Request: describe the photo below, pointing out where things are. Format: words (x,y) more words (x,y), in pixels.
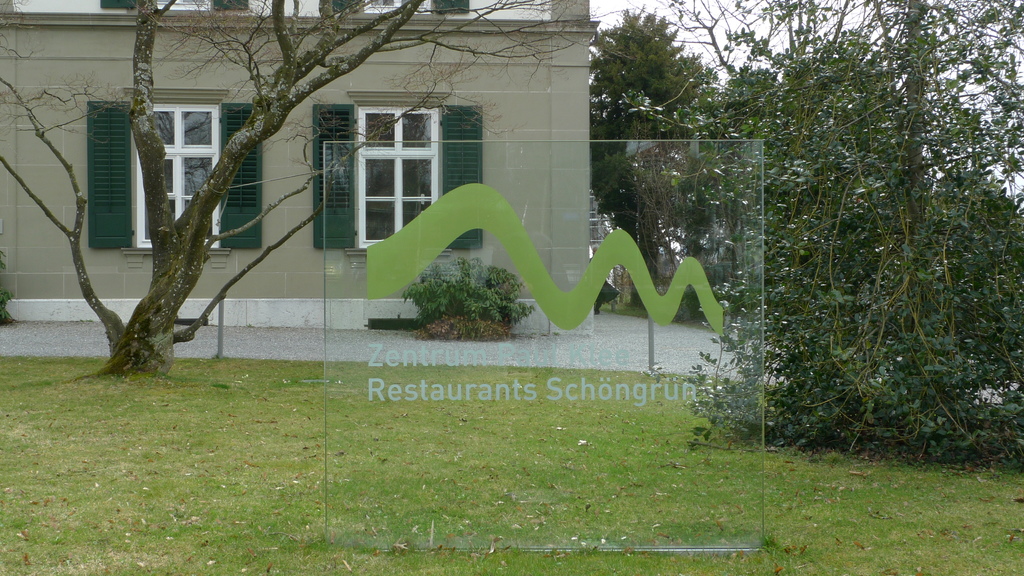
In this image there is a glass (483,423) in the middle (481,368). In the background (272,198) there is a building (252,209) with the windows (183,137). On the right side (897,216) there is a tree (977,220). On the ground (185,475) there is grass (172,489). On the left side (167,305) there is a tree trunk (172,262). In the middle (464,371) there is a glass (510,383) on which there is some sticker (544,293).
